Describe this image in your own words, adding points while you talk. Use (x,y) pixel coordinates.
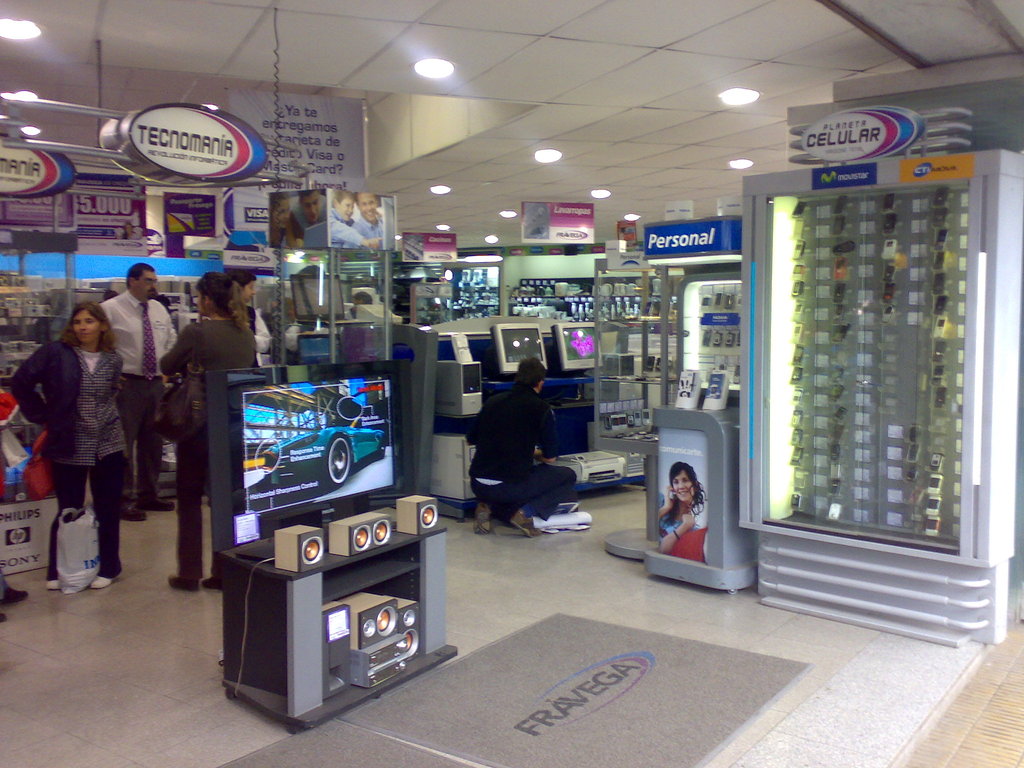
This image is taken indoors. At the top of the image (448,80) there is a ceiling (590,187) with a few lights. At the bottom of the image (831,719) there is a floor (866,740) and there is a mat (561,638) on the floor (768,639). In the background (429,241) there are many boards (327,160) with text (566,214) on them. There are many objects (485,296) and devices (607,296). In the middle of the image (487,284) there are a few cabins (481,339) and there are a few devices (570,344) on the tables (491,379). A man (541,423) is in a squatting position and a few (224,334) are standing on the floor (56,620). There is a television (309,434) and there are a few speaker boxes (358,525) on the table (348,590).
